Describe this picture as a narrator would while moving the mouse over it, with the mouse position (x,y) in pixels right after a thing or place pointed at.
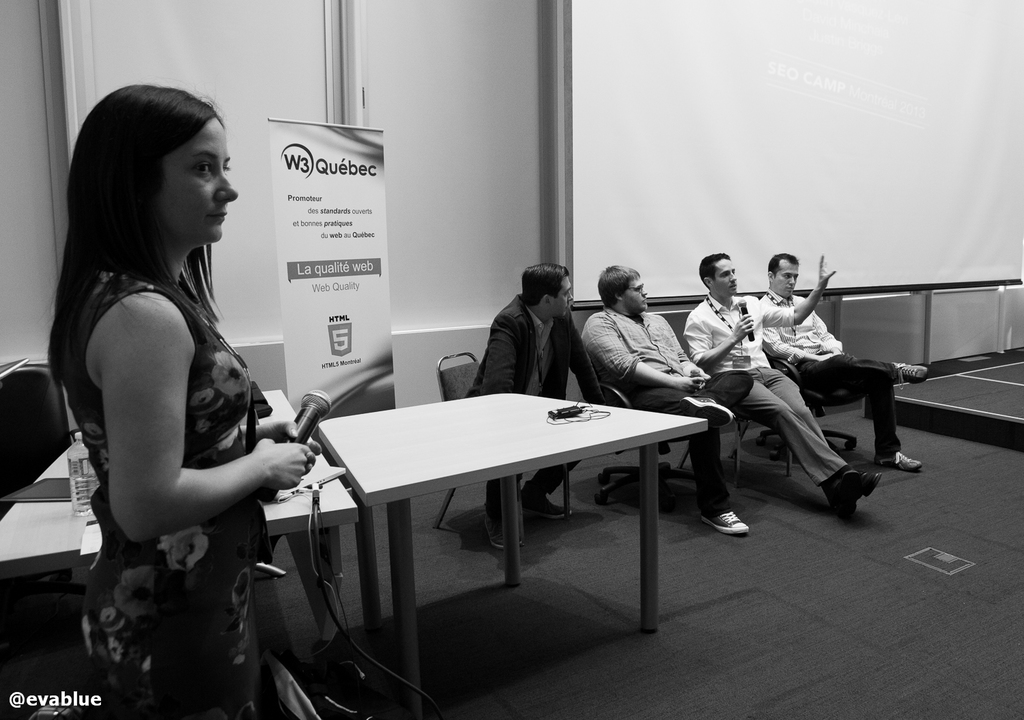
The person (731,350) wearing a white shirt (724,331) is sitting in a chair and speaking in front of a mike (747,307) and there are few people (668,341) besides him and the person (238,509) wearing black dress (210,438) is standing and holding a mike (309,431) in her hand (287,480) in the left corner (171,544).
